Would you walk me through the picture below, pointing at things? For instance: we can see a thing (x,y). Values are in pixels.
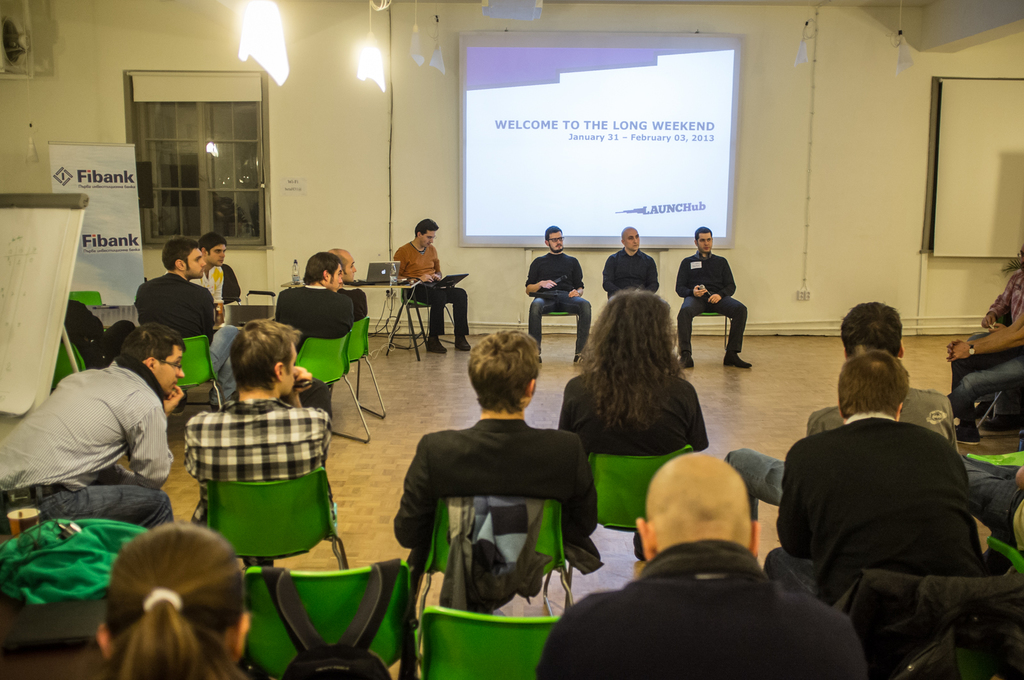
In the background (410,145) we can see the wall (333,170), board (937,112), screen (673,200), banner (105,249). We can see the men (408,253) sitting on the chairs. We can see a laptop (382,279), and objects (298,264) on a table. We can see a laptop (447,282) on the man's lap (430,288). In this picture we can see the people (406,276) sitting on the chairs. We can see a jacket (470,551) and a bag (371,613). On the left side of the picture (66,310) it seems like a notice board (64,258). We can see the floor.
